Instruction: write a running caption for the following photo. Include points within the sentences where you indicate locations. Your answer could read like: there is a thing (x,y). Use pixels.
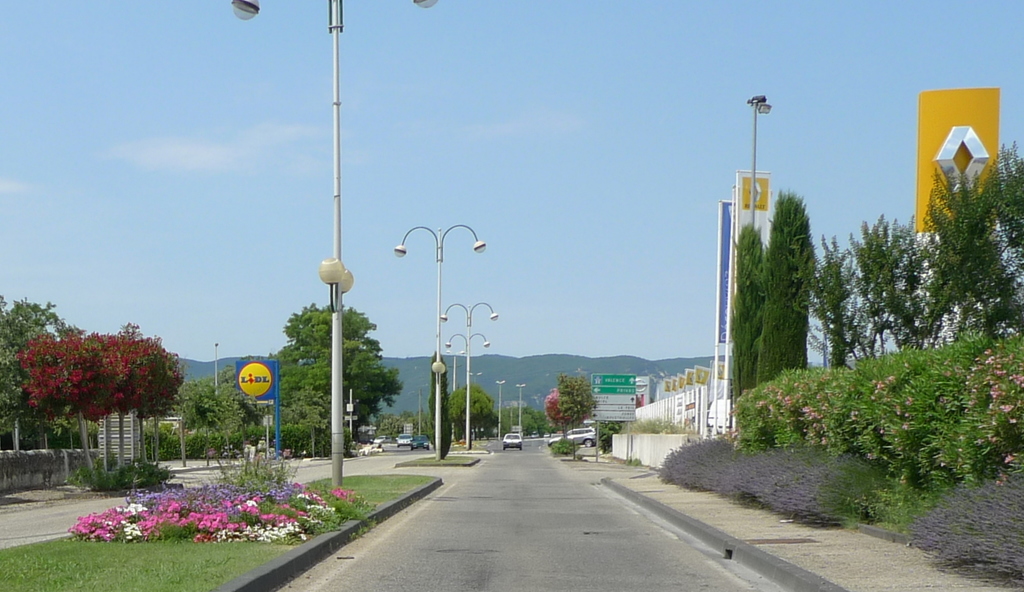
In this picture I can see at the bottom (527,512) there is the road (513,517), on the left side (227,491) there are flower plants (293,525). In the middle (521,392) there are poles (438,323) with the lights (401,250), on the right side (1023,207) there are trees (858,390). At the top (608,92) it is the cloudy sky (560,117).
